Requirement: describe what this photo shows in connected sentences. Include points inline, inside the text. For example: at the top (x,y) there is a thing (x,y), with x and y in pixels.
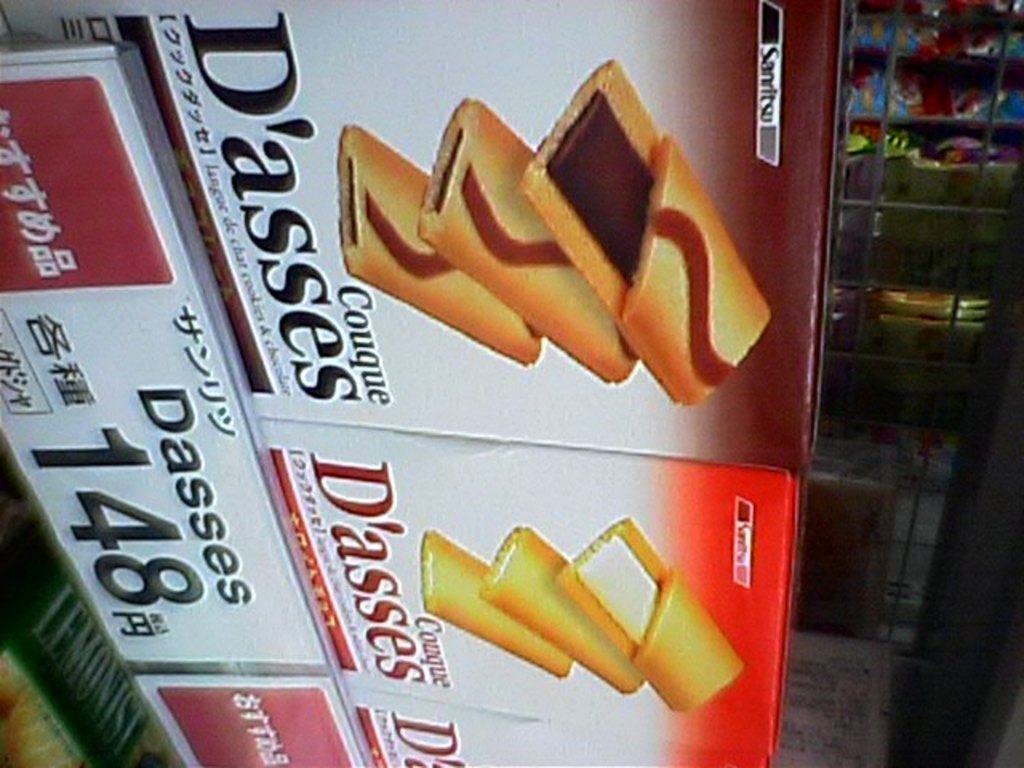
In this picture we can see posters (33,404) and on these posters (331,549) we can see food items (604,228) and some text (356,533) and in the background (878,166) we can see some objects (914,227).
